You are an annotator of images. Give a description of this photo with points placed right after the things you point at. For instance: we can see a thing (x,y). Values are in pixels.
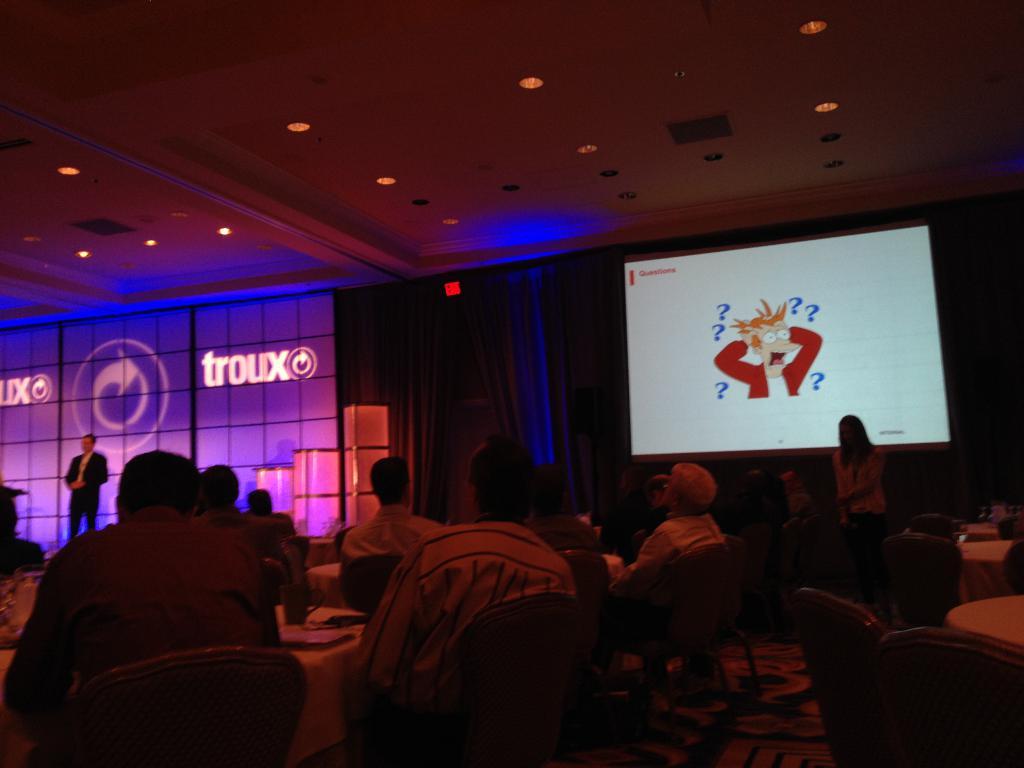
In this picture there are people (245,543) those who are sitting at the bottom side of the image (627,571) around the tables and there is a man (86,484) who is standing on the left side of the image (74,465), on a stage (293,462) and there is a screen (793,351) and a poster (223,397) in the image and there are lamps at the top side of the image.
